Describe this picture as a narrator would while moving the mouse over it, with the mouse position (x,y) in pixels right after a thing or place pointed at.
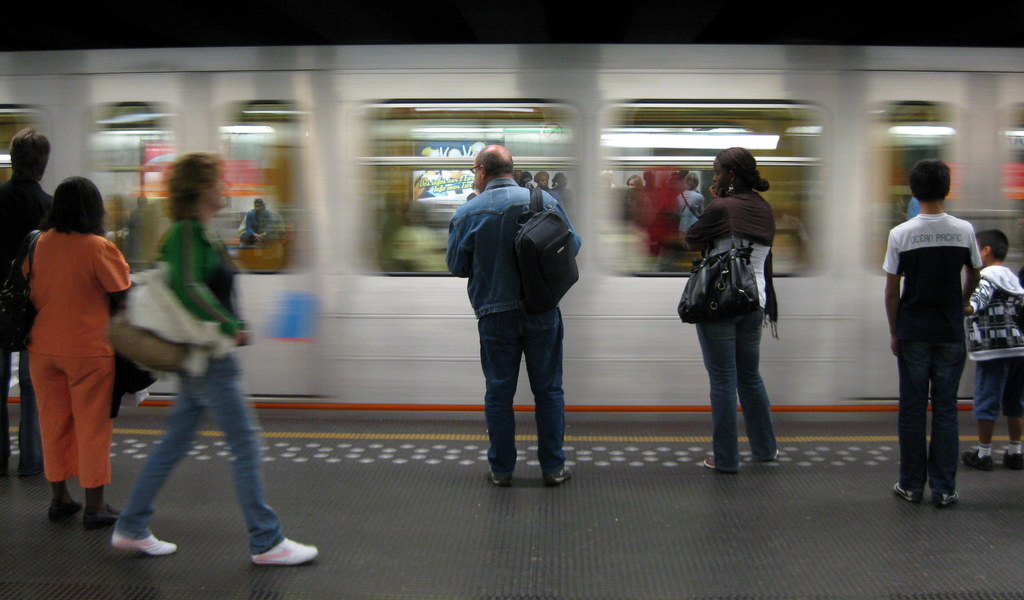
This image is taken in a railway station (349,23). At the bottom of the image (648,533) there is a platform (417,498) and a few people (79,211) are standing on the platform (974,476). In the middle of the image (397,311) a train (330,145) is moving on the track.
